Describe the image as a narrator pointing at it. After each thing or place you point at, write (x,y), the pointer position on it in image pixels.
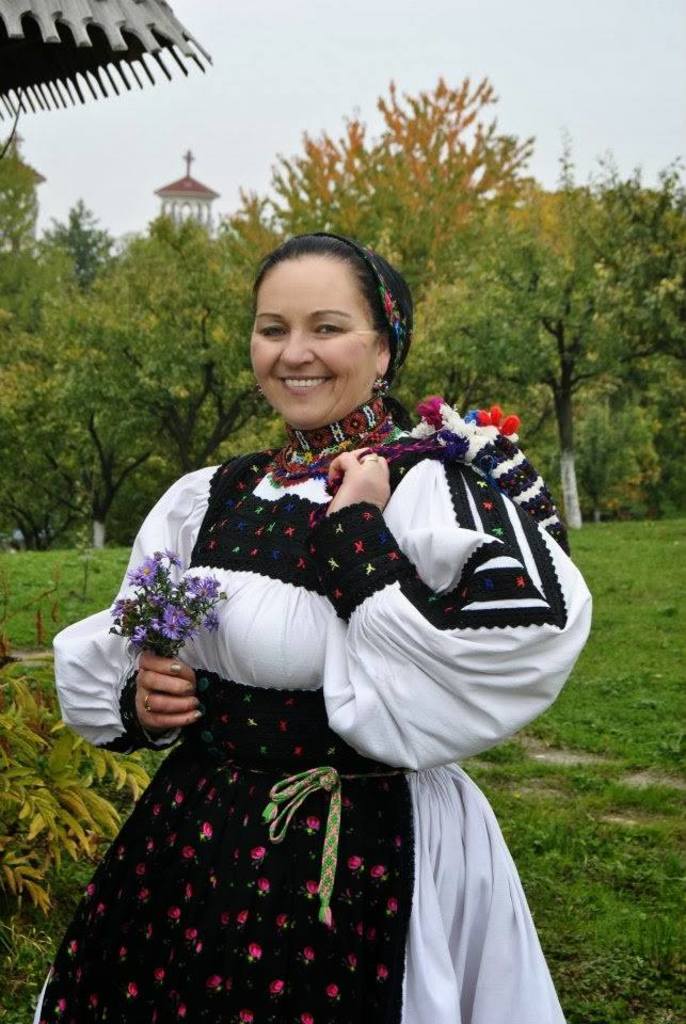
In this image, we can see a woman (497,505) standing, there is grass (681,734) on the ground (531,909), we can see some trees (161,255), at the top (318,40) there is a sky (330,61).
